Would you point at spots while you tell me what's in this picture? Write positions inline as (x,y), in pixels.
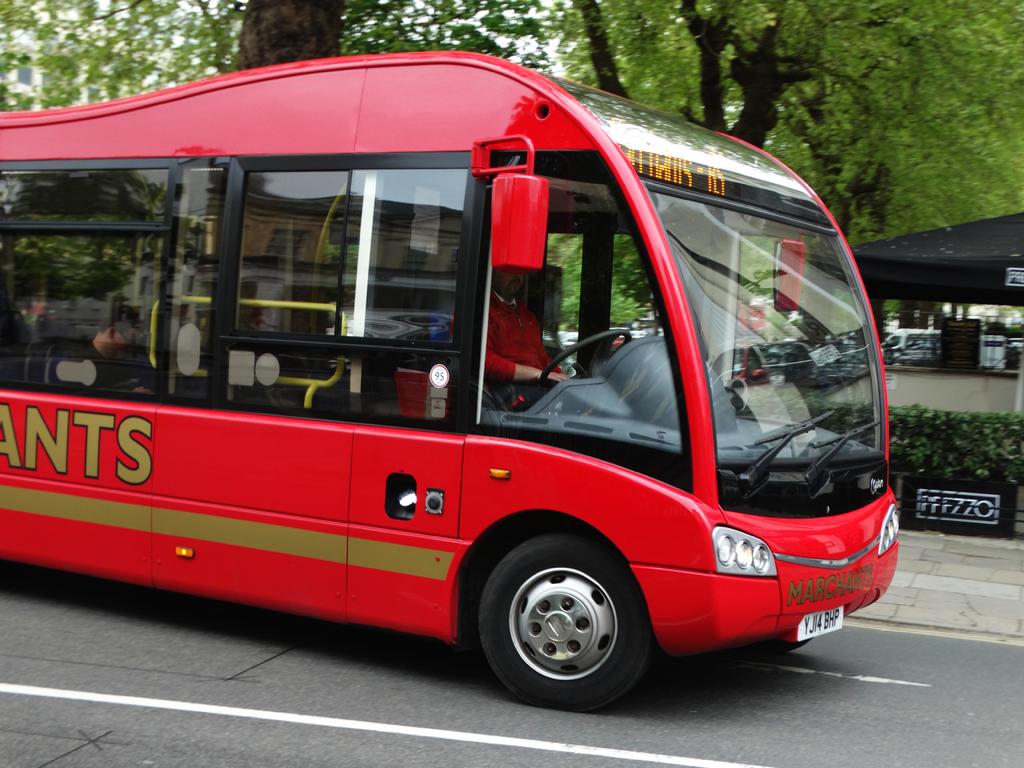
This image is clicked on the road (456,655). There is a bus (479,497) moving on the road (415,666). There are a few people (504,319) inside the bus (383,334). There is text (56,448) on the bus (498,486). Behind the bus (551,483) there are trees (362,47) and buildings (46,83). To the right (941,441) there are hedges (941,427) on the walkway (904,551). Behind the hedges (968,423) there is a shed (917,259). Behind the shed (894,271) there are vehicles (900,339).
